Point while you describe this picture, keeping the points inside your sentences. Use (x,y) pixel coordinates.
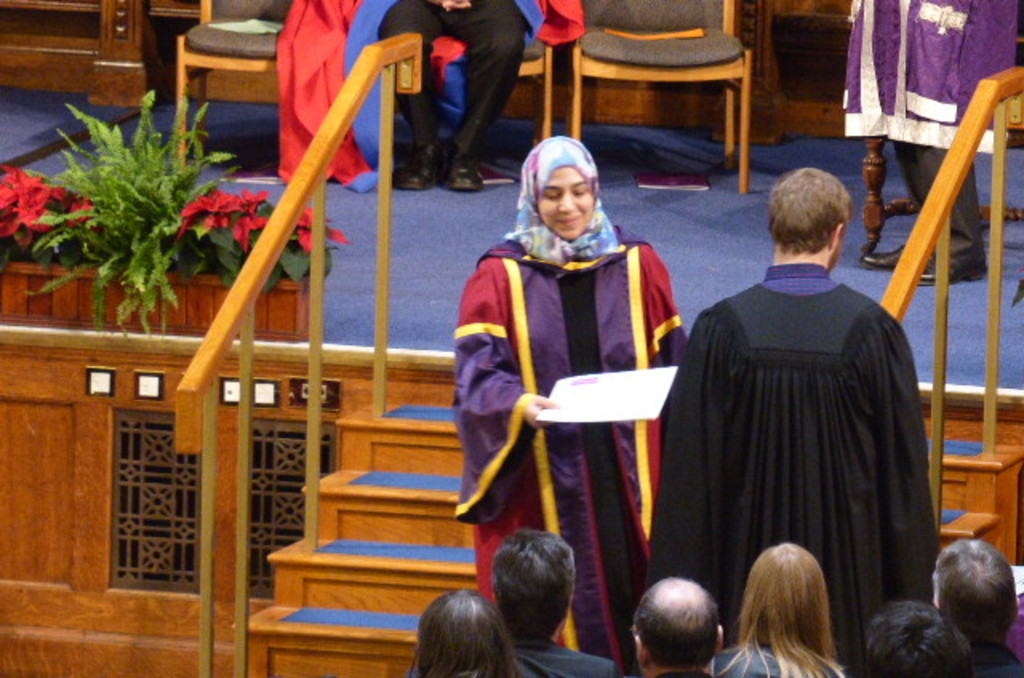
There is a lady (610,338) holding a paper (596,403) in the foreground (471,382) and a man (796,351) on the right side (810,354), there are people (790,573) at the bottom side (479,634) and there are stairs (439,563), flower plants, chairs (740,131) and people (491,97) on the stage (737,149) in the background area (463,88).
